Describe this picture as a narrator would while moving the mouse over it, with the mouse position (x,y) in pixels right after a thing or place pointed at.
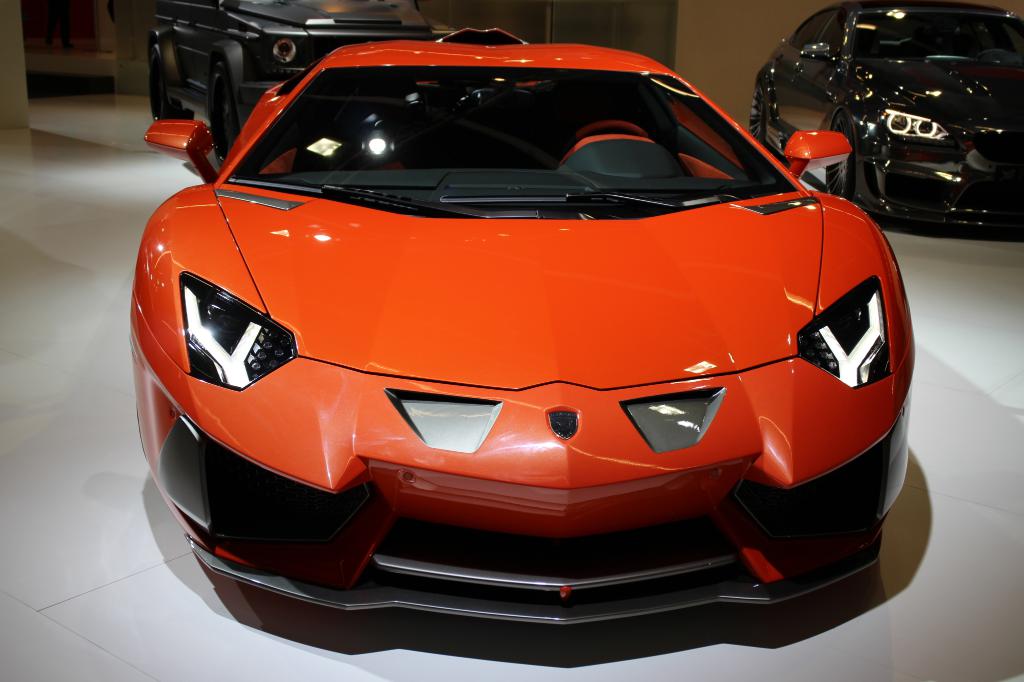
In the center of this picture (622,318) we can see the group of cars (448,120) are parked on the ground (102,87). In the background (84,64) we can see the wall (709,58) and some other objects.
